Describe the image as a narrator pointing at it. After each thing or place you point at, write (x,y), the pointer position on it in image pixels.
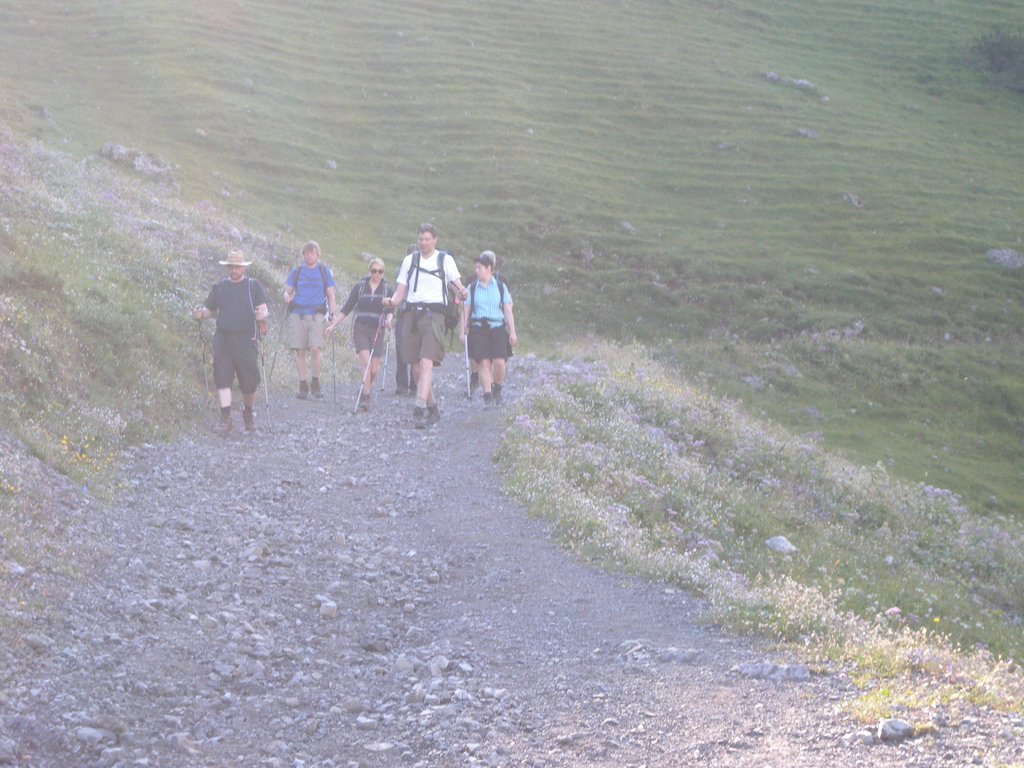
In this picture I can see the people (421,296) walking on the walkway (370,417). I can see flower plants (519,487). I can see green grass (518,132).
